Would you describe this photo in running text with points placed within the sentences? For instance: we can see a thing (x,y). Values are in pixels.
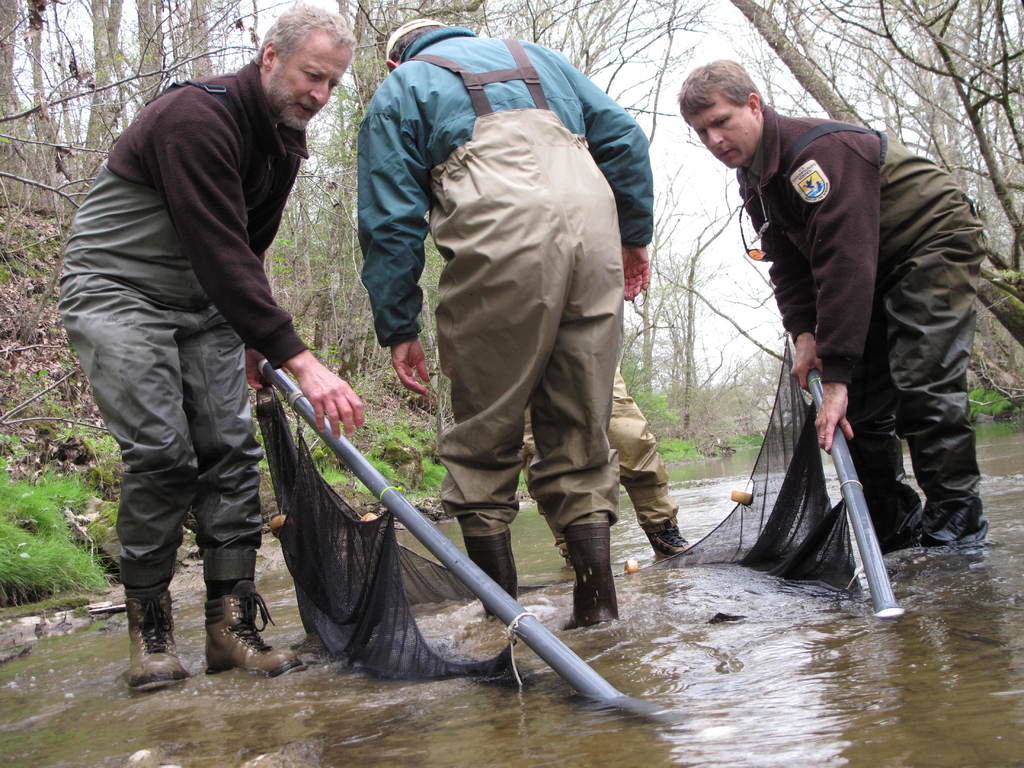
Here we can see people (796,337) and water (833,481). These two people (160,239) are holding rods (487,610). Mesh (823,516) is tied to these rods (860,523). Background (886,8) we can see trees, sky (691,247) and grass (21,489).
